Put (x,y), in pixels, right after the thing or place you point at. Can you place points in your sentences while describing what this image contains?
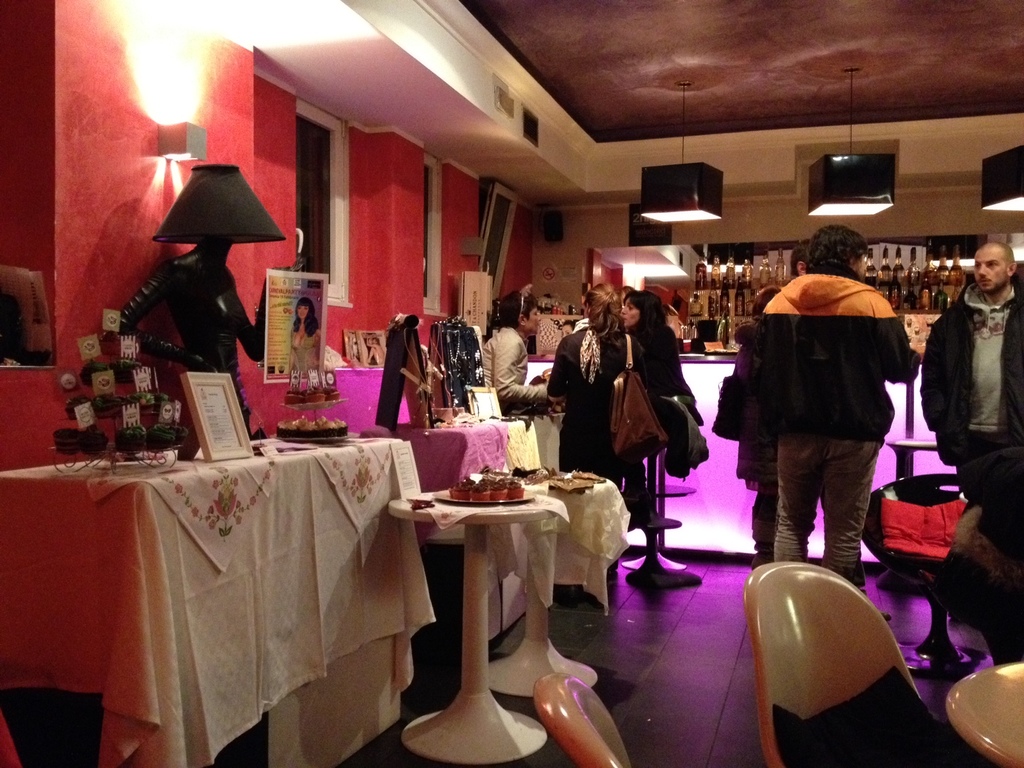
In this image i can see group of people (769,552) who are standing on the floor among them, the women (580,394) are wearing a bag (660,424). I can also see there is few tables (353,441) on which there is a lamp (213,288) and other objects (331,396) on it.
